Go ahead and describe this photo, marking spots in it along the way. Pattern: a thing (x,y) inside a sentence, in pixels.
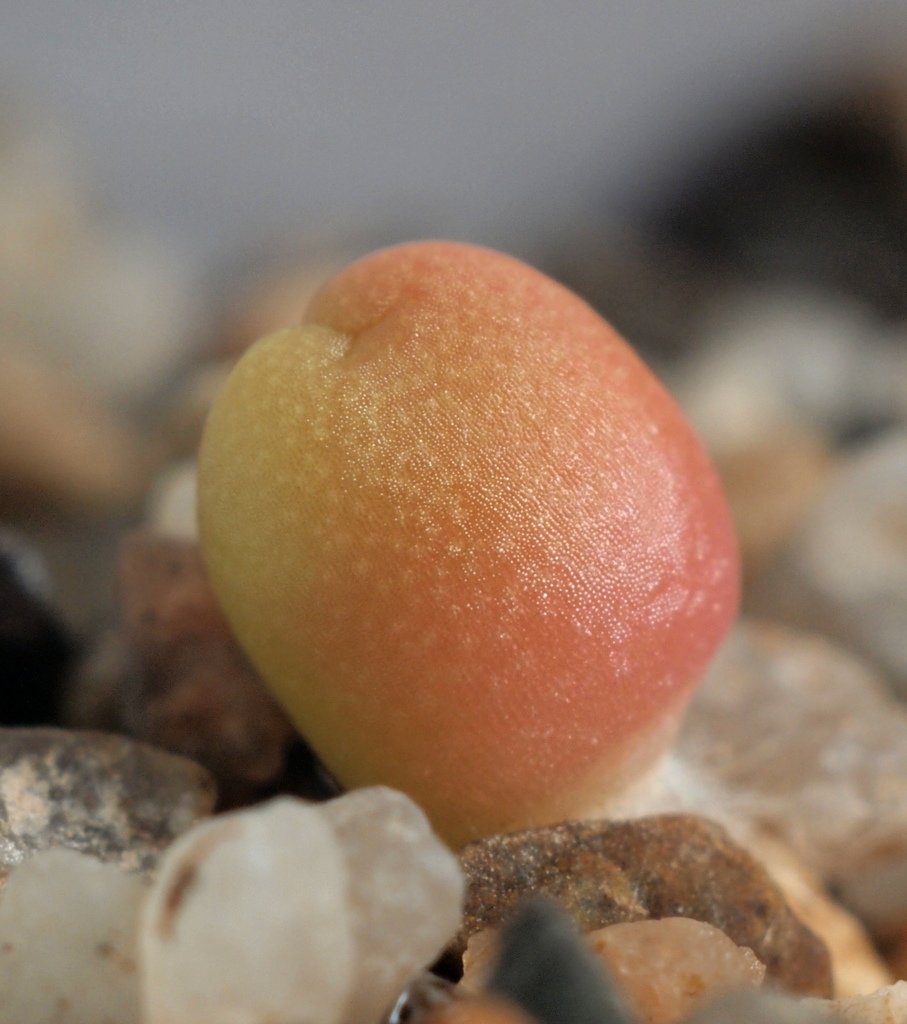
In this image, we can see a plant (414,516) on rocks (380,877). In the background (768,514), image is blurred.
